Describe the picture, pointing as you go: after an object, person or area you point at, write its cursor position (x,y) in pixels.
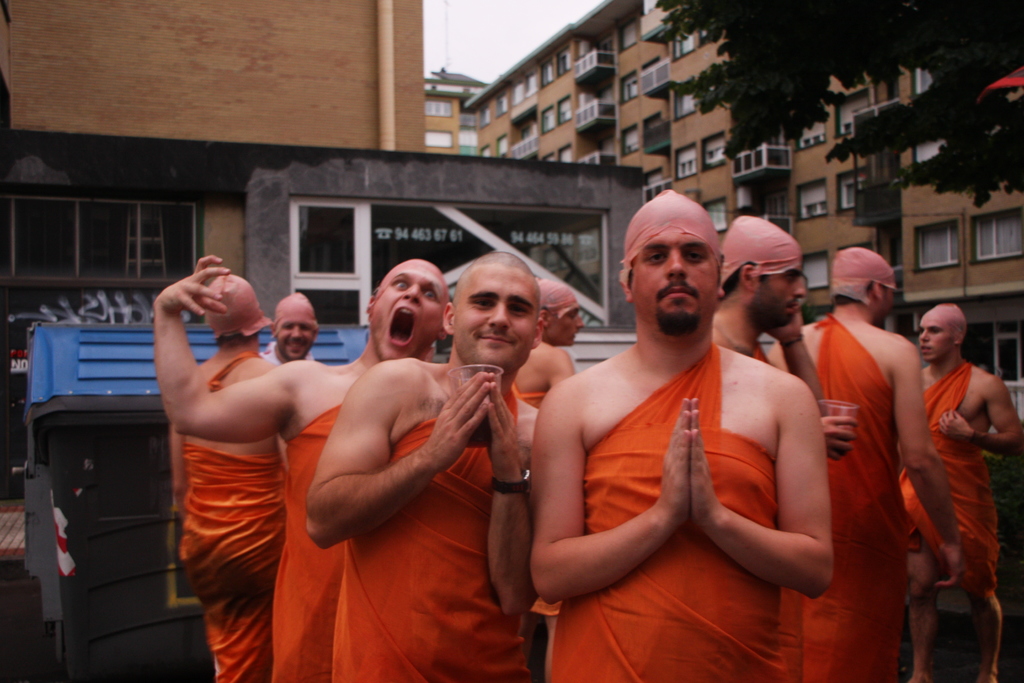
In this picture we can see there are groups of people (677,395) in the orange dress (461,463) and behind the people (666,592) there is a tree (768,141), buildings (496,97) and a sky (469,60).
